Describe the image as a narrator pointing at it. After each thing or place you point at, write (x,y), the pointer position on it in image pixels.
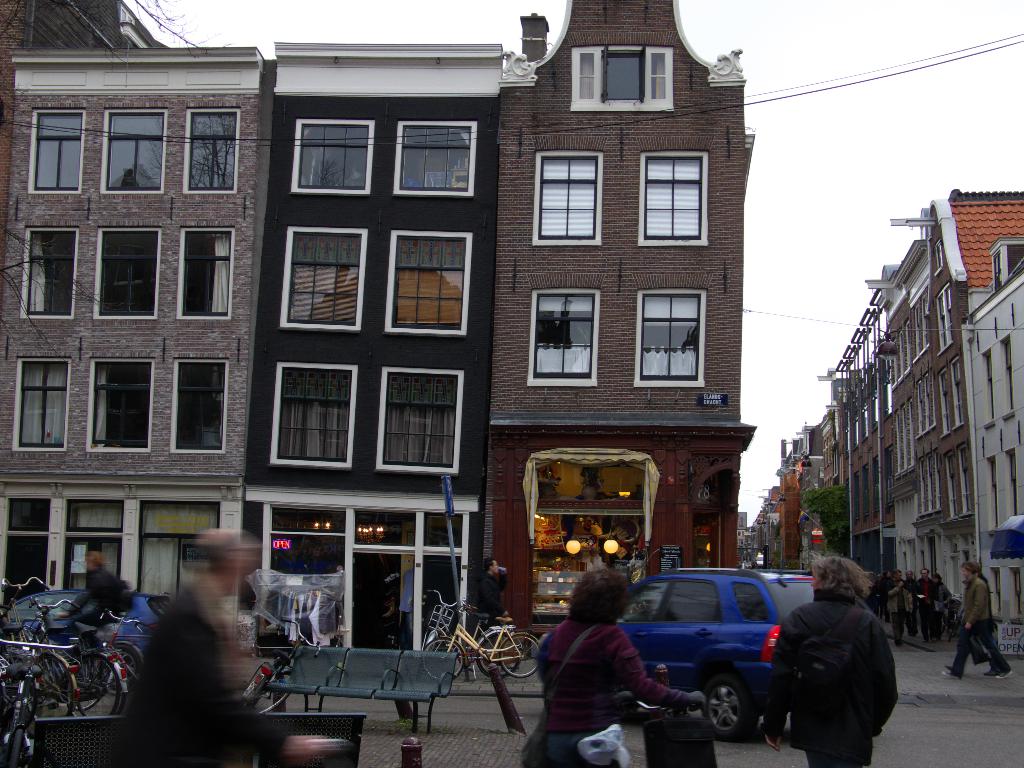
In this image there are buildings (858,463) and we can see people (572,697). There are chairs (404,659) and we can see bicycles (95,662). There is a tree (830,500) and we can see a car (670,661). In the background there is sky (802,75) and we can see wires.
